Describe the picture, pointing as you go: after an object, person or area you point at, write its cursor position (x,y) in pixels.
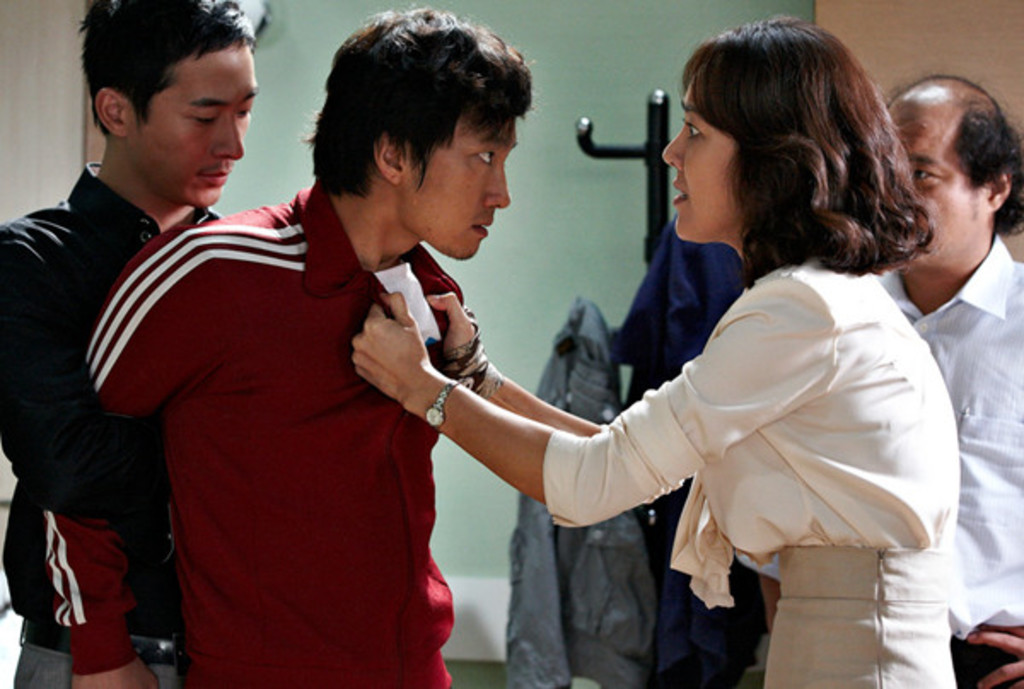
In this image I can see few people (846,631) are standing in the front (689,194). In the background (683,271) I can see few clothes (638,377) on a stand (655,218).
